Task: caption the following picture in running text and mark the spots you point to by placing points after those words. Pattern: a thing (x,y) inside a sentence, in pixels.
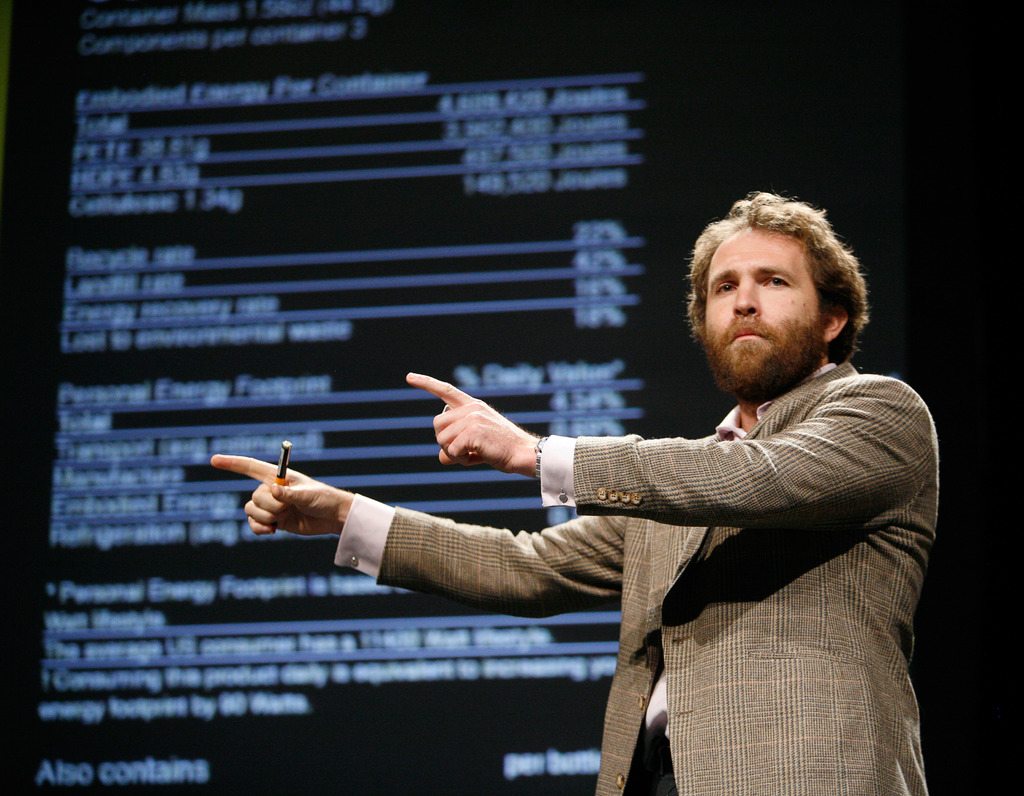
In the image there is a man (754,622) standing in front of a screen (216,521) and pointing his both the hands (314,526) towards the left (158,497), behind the man (841,472) there is some script (150,12) being displayed on a black background (552,193).
